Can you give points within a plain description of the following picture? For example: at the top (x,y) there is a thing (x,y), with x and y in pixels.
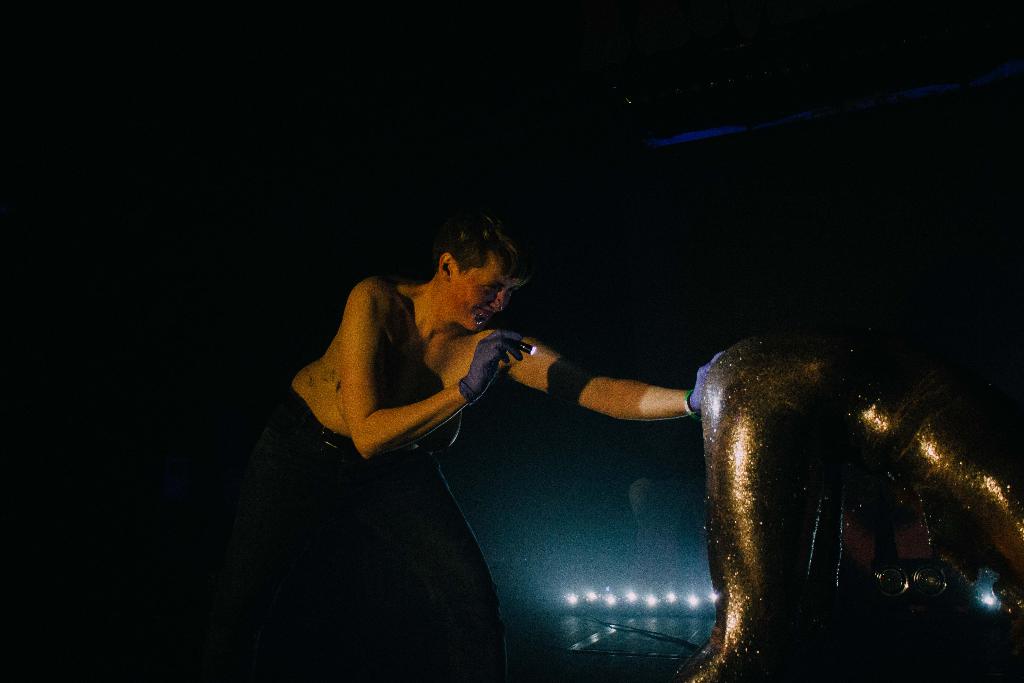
In this image we can see a woman (390,398). She is holding a torch (530,347) in her hand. On the right side of the image (830,408), we can see the statue (797,435). The background (771,226) is dark. At the bottom of the image (667,595), we can see lights (576,597) and a wire (655,633).
